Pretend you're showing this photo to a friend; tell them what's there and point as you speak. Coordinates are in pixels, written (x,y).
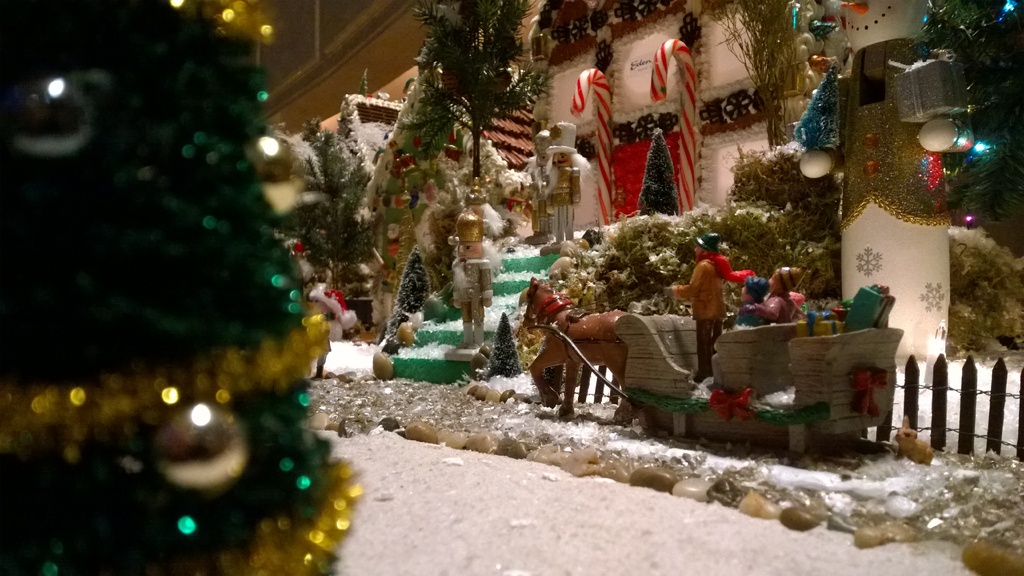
In this image we can see a group of toys (773,429). We can also see some trees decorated and decors (893,247). In the foreground (790,520) we can see some stones (759,514).
